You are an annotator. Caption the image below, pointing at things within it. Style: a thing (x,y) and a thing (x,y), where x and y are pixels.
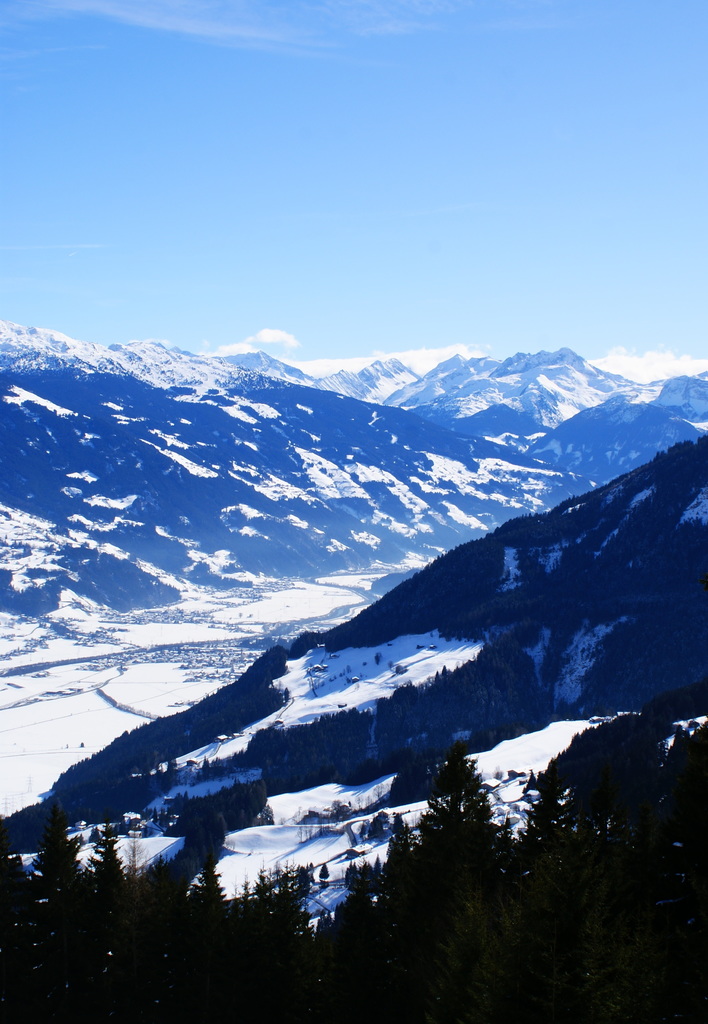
In this image at the bottom (379,897) we can see trees (575,934). In the background (183,476) we can see snow (292,698), objects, mountains (439,459) and clouds (690,358) in the sky (333,173).
